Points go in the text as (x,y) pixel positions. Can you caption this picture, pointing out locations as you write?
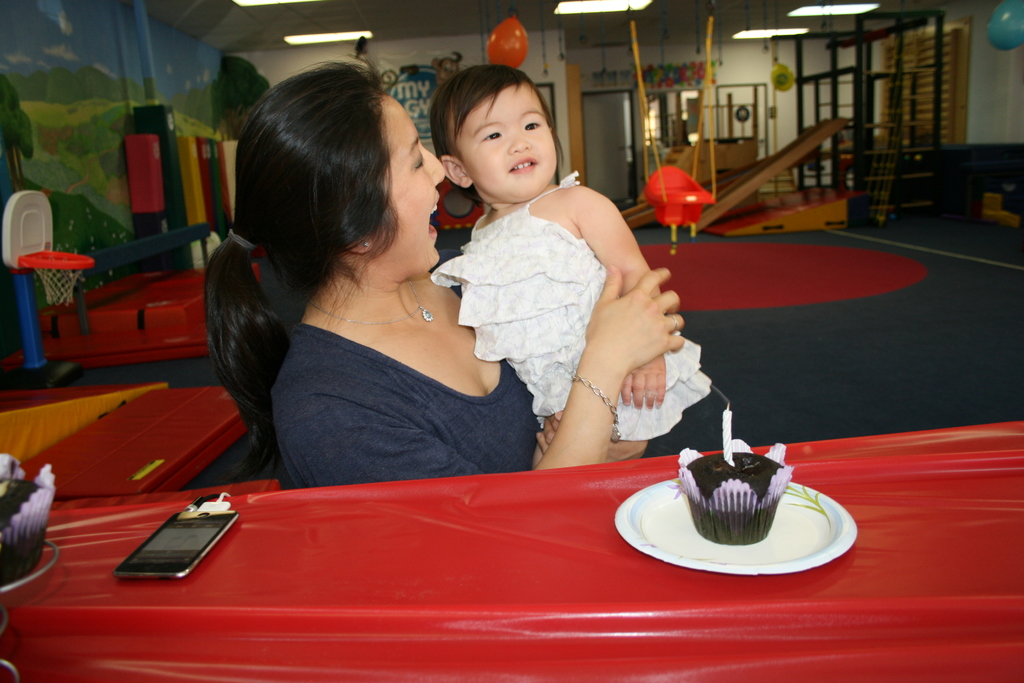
Here we can see a woman (450,447) holding a baby (674,376). There is a table (611,565). On the table (662,625) we can see muffins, plate (730,552), cloth (681,610), and a mobile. In the background (1012,156) we can see playground equipment (807,178), lights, balloons (1018,30), swing (676,172), poster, and painting (126,131) on the wall (277,64).
